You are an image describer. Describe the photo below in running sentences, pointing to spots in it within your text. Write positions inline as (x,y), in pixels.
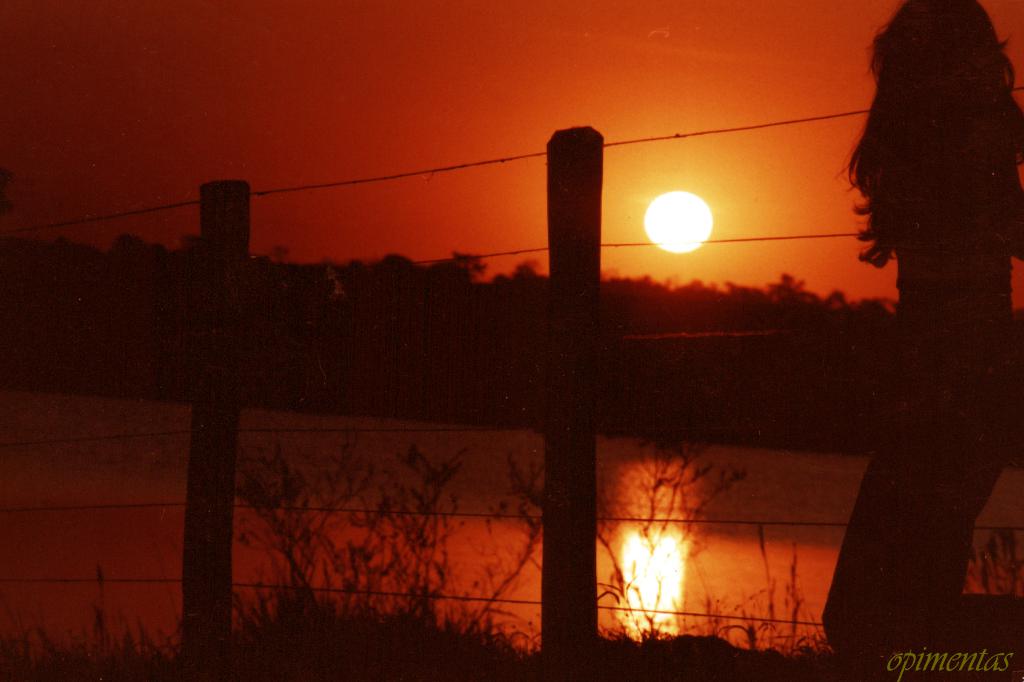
On the right of the image (915,288) we can see a lady (945,406) standing and there is a fence (594,595). In the background (692,515) there is water (742,535), trees (506,337) and sky (227,156). We can see the sun (686,231). At the bottom (343,624) there is grass (370,642).
